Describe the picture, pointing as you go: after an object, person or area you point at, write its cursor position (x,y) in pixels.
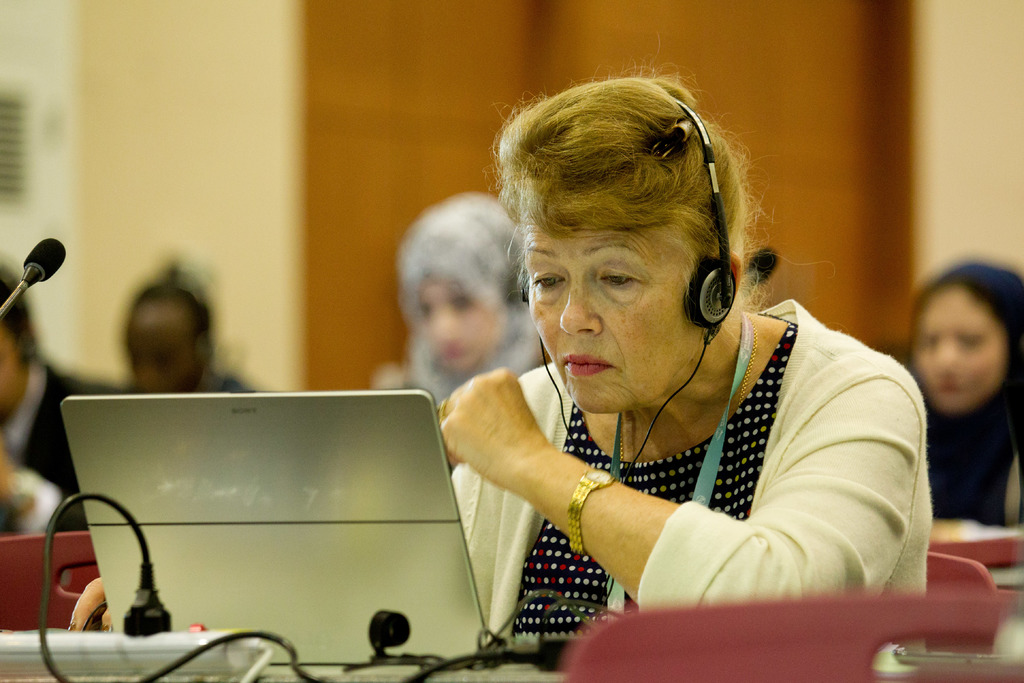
At the bottom of the image (247,630) there is a plug box (115,638) with wires (517,654). Behind them there is a laptop (249,581). Behind the laptop (472,593) there is a lady (727,349) with headphones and there is a watch (577,534) on her hand (586,507). Behind her there are few people (461,324) and also there is a blur background (146,261).
